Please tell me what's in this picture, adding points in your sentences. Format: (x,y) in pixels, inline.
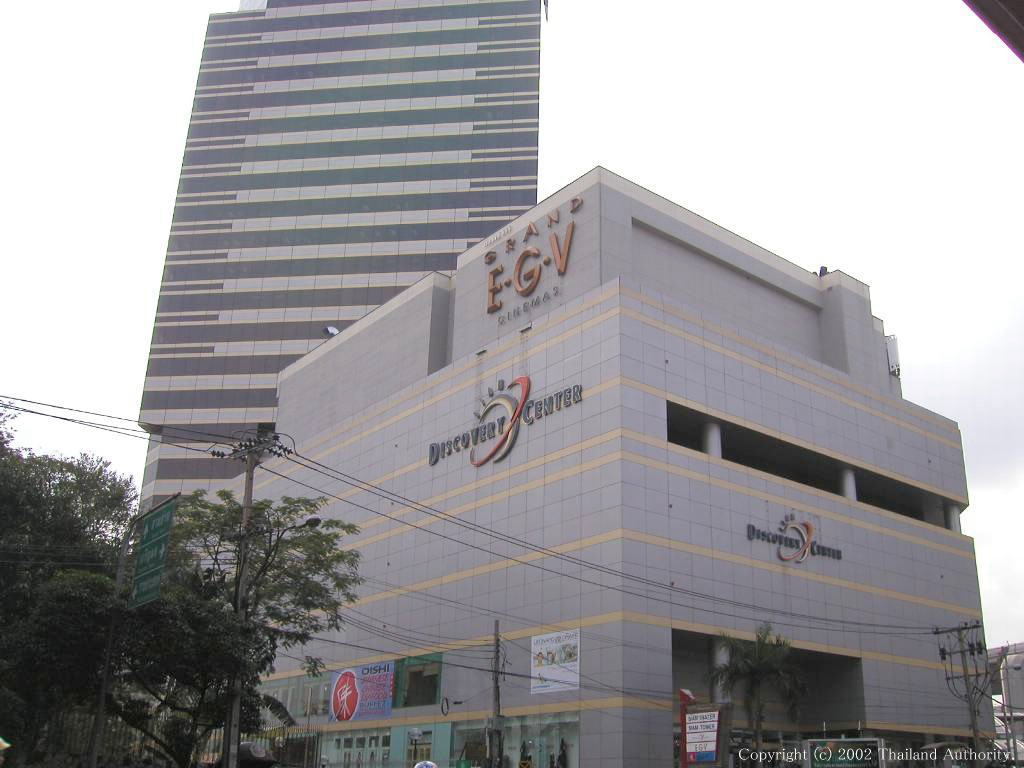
This picture is clicked outside. In the foreground (247,702) we can see the trees (171,693), poles (228,755), cables (562,682), text (371,704) on the posters (351,691) and we can see the buildings (479,308) and we can see the text (496,305) attached to the wall (594,458) of the building (769,529) and we can see some other objects (280,753). In the background (704,106) we can see the sky (773,125). In the bottom right corner (880,750) there is a watermark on the image.
